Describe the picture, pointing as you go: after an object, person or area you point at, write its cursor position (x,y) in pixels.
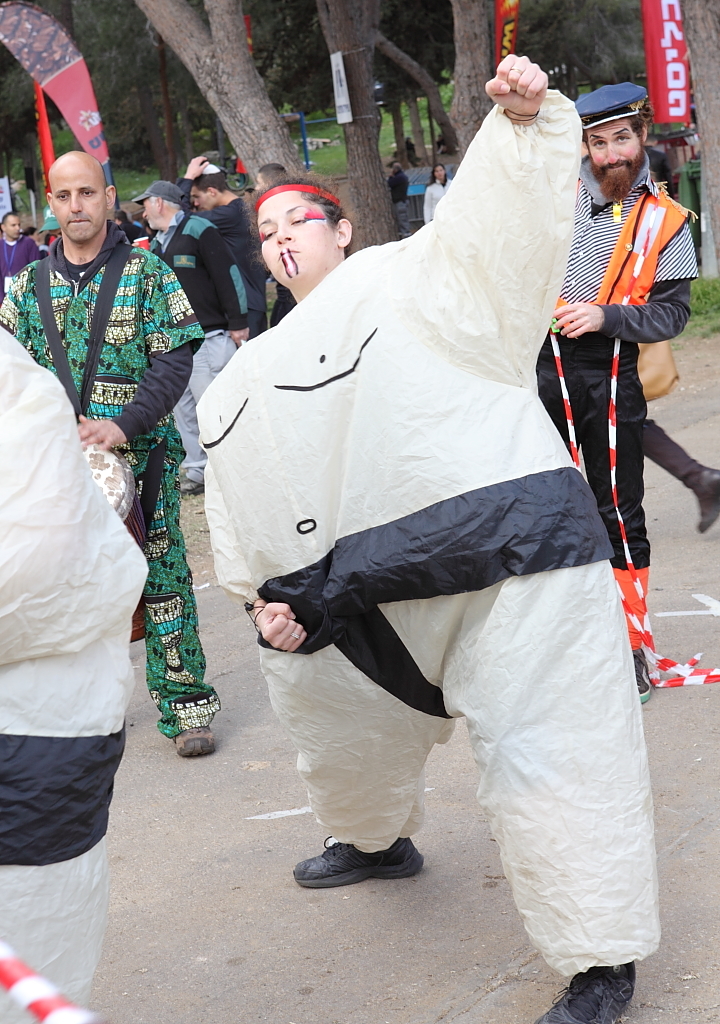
In this picture I can see two persons (245,466) in fancy dresses (262,517) are standing, and in the background (640,313) there are group of people (640,313), banners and trees (439,32).
